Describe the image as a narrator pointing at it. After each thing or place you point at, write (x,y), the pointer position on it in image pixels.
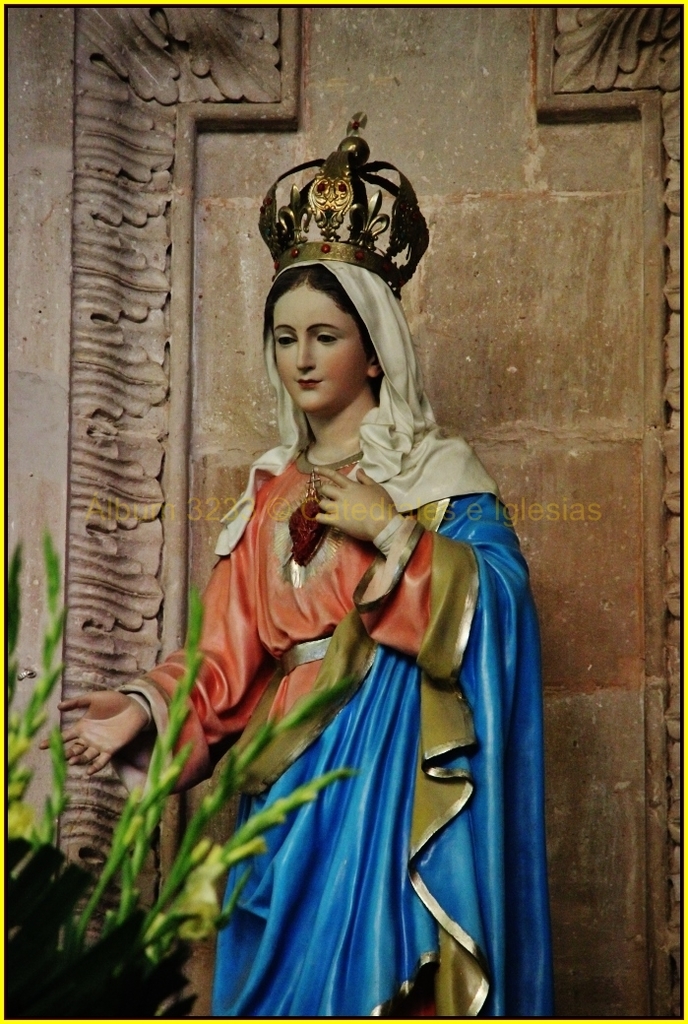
In the middle of this image (417,551), there is a statue (399,372) of a woman (317,419) having a crown (354,205) on her head (330,261). On the left side (194,906), there is a plant (14,777). In the background (188,136), there is a wall (548,60).
